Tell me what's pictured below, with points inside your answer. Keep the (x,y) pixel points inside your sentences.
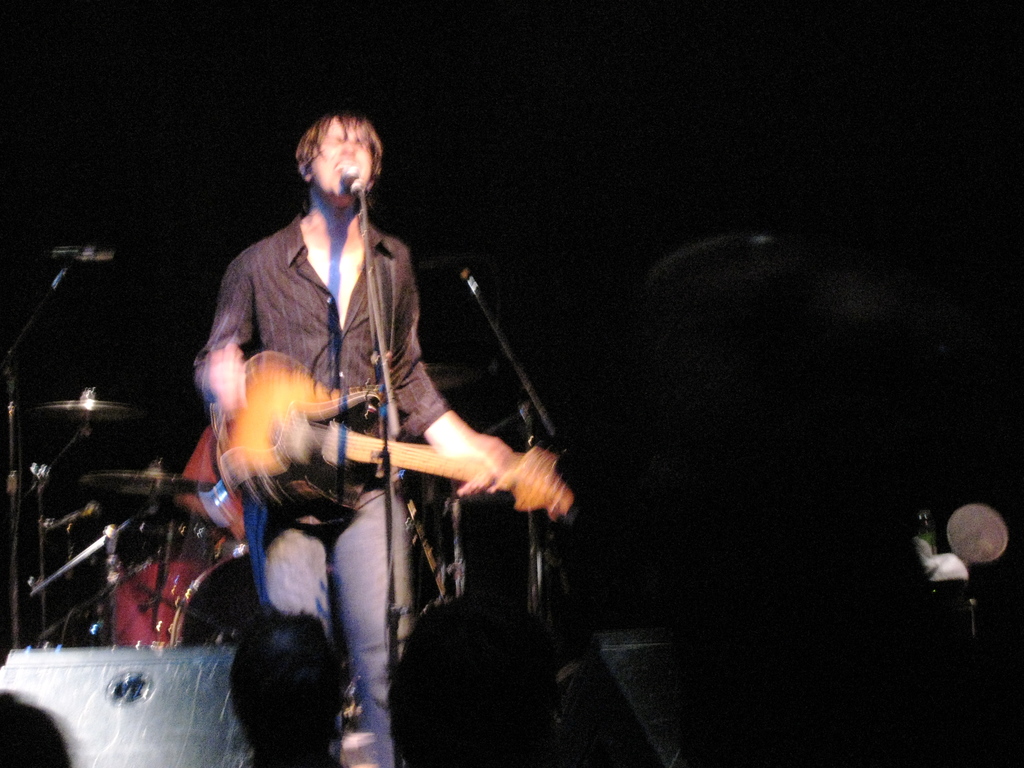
In the image we can see there is a man (367,484) who is standing and holding guitar (251,441) in his hand (485,465) and other people (472,715) are watching him.
